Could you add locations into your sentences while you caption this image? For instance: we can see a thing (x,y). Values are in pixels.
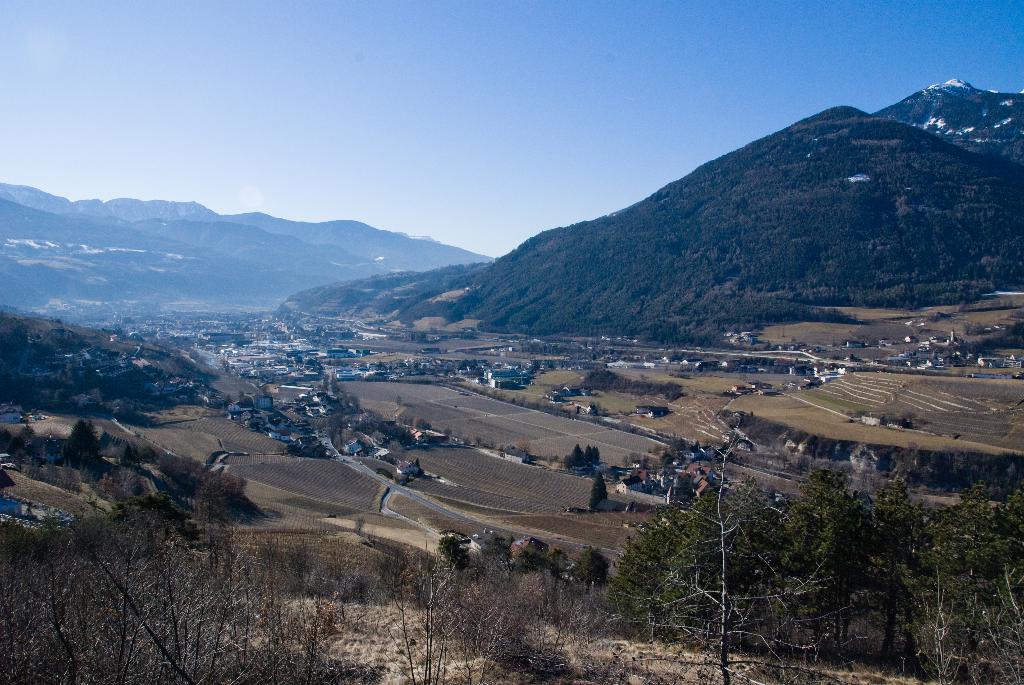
In this image we can see trees (49,470). Also there are buildings (298,376). In the background (229,263) there are hills (635,268). Also there is sky (623,91).
